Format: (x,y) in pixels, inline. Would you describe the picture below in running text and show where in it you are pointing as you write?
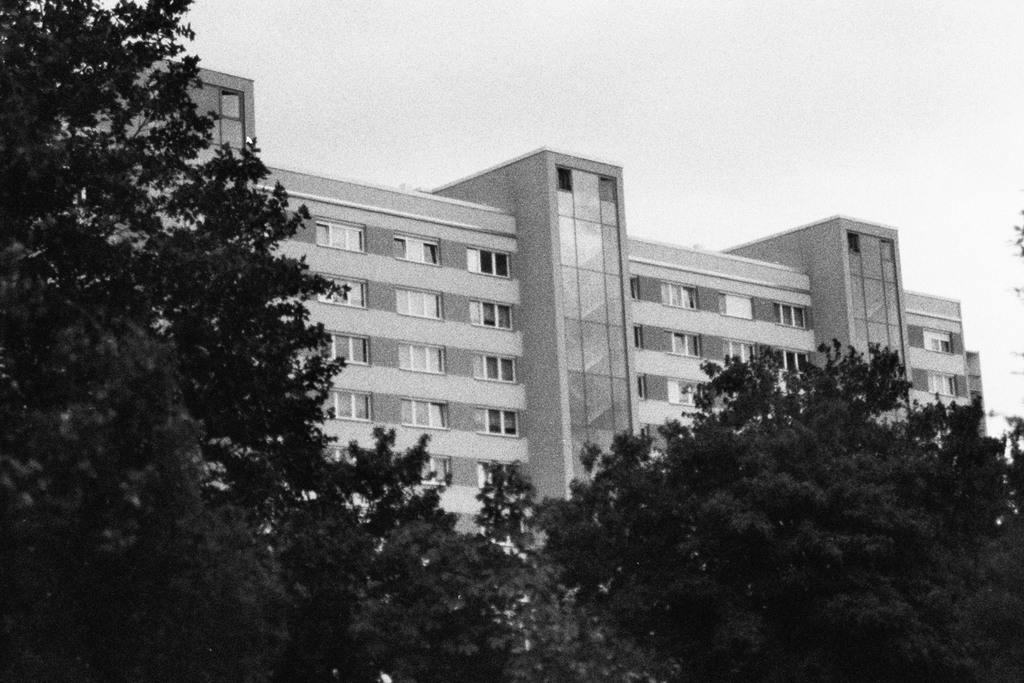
This is a black and white image. In this image we can see buildings (419,301), trees (234,591) and sky (394,175) in the background (394,175).
